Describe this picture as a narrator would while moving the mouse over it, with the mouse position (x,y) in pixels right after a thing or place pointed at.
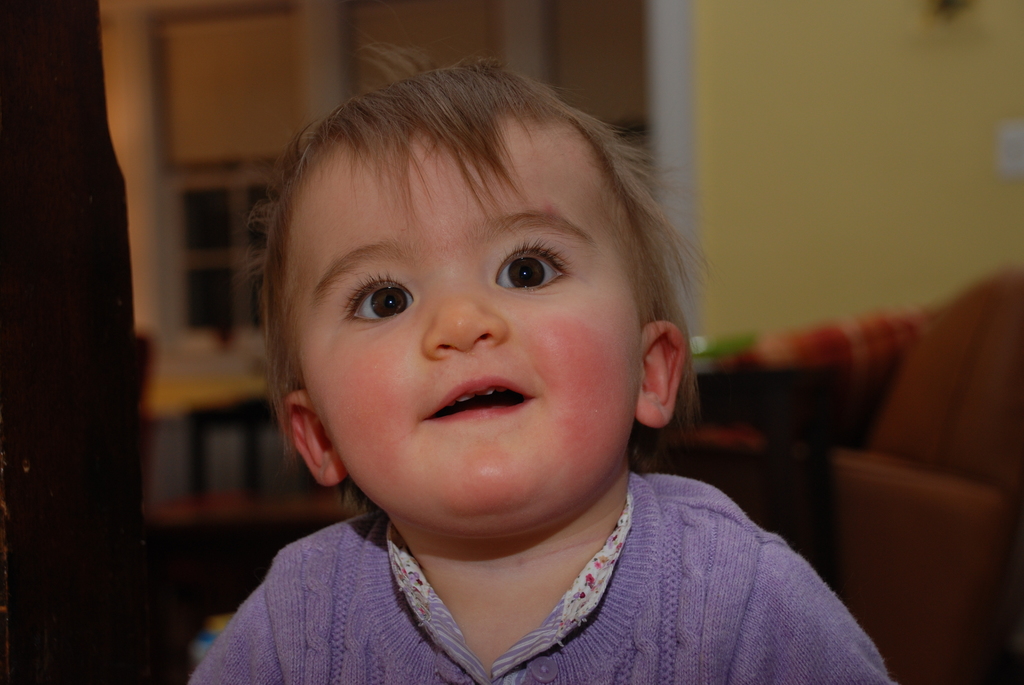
In the center of the image (453,340), we can see a kid (584,353) and in the background (833,337), there is a couch (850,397) and we can see some objects (109,184) and there is a wall (709,112).
